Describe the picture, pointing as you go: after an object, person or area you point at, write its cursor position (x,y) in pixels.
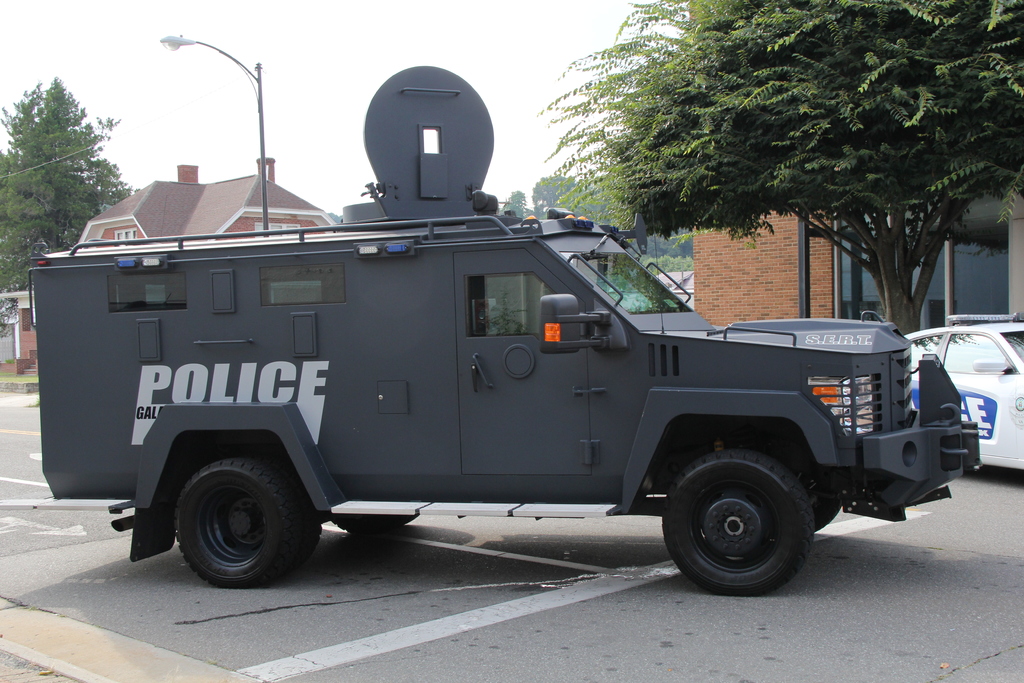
In this picture I can see vehicles (481,164) on the road (72,595). I can see buildings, trees (27,154), and in the background (392,48) there is the sky (511,59).
